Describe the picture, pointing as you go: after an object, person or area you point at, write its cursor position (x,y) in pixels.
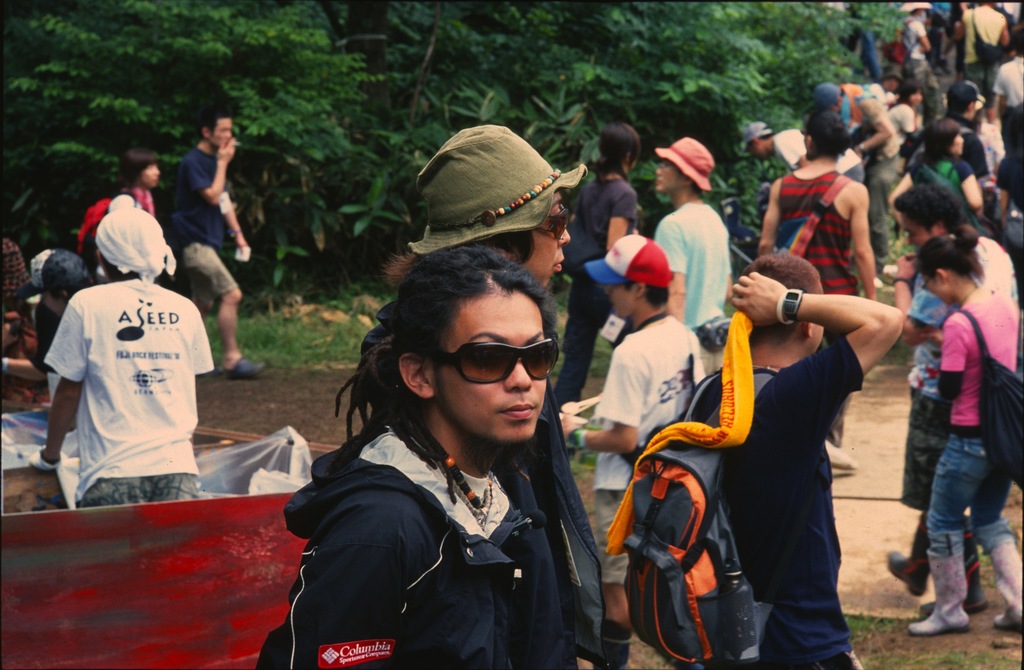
On the left (217,569) we can see an object (7,634) in red color and a person (99,438) is holding an object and this is a cover (277,444). In the background (706,283) there are few persons (617,399) standing, walking and carrying bags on their shoulders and we can also see trees (167,86) and grass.
